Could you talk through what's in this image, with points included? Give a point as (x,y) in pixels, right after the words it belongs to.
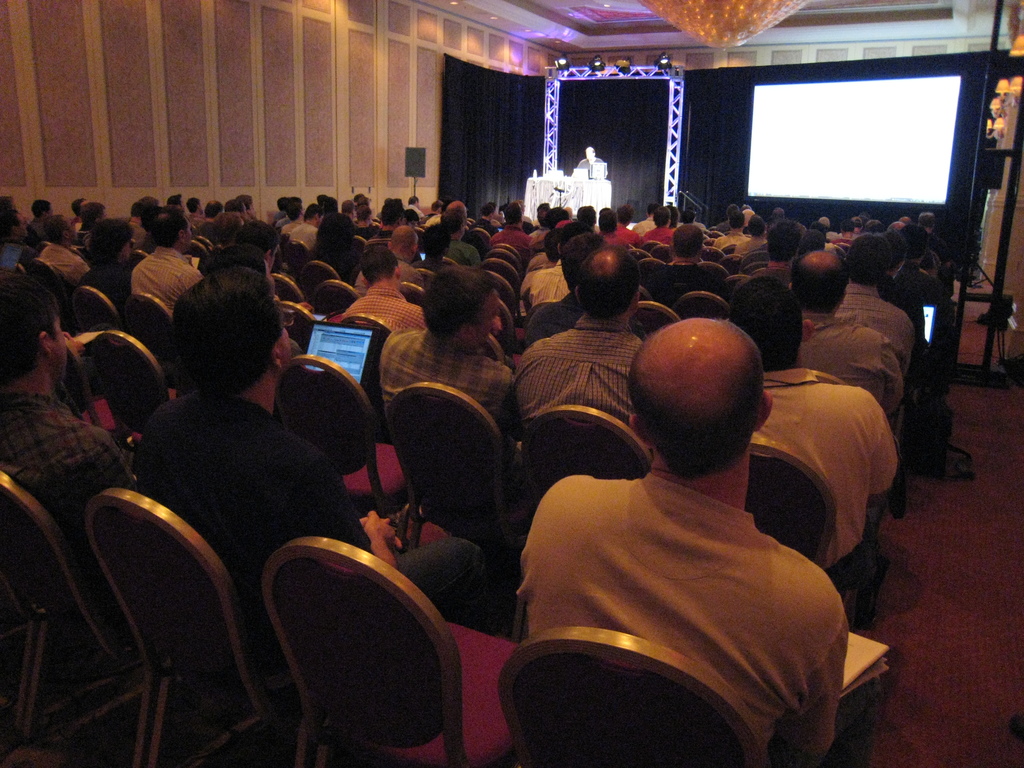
In this image there are group of persons (478,371) who are sitting in the auditorium (636,252) and at the top of the image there is a person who is standing behind a block (595,193) and at the right side of the image (856,130) there is a white screen (841,155).
